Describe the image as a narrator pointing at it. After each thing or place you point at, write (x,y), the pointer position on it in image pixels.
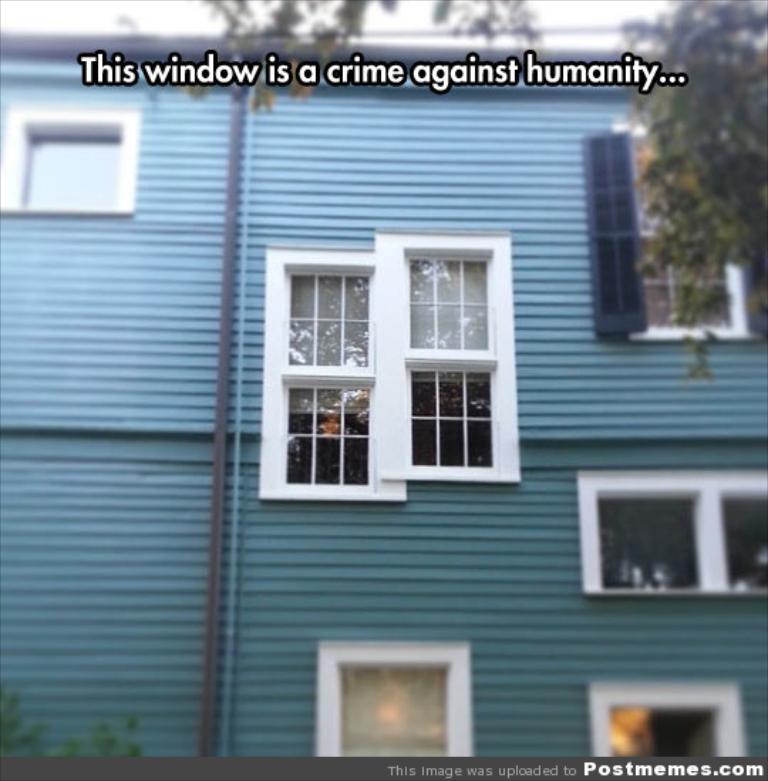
In this image we can see the front view of a building (233,399) with the windows (273,298). At the top (634,76) we can see the text (211,73) and at the bottom (715,768) we can also see the text (664,767) on the border (274,775).
